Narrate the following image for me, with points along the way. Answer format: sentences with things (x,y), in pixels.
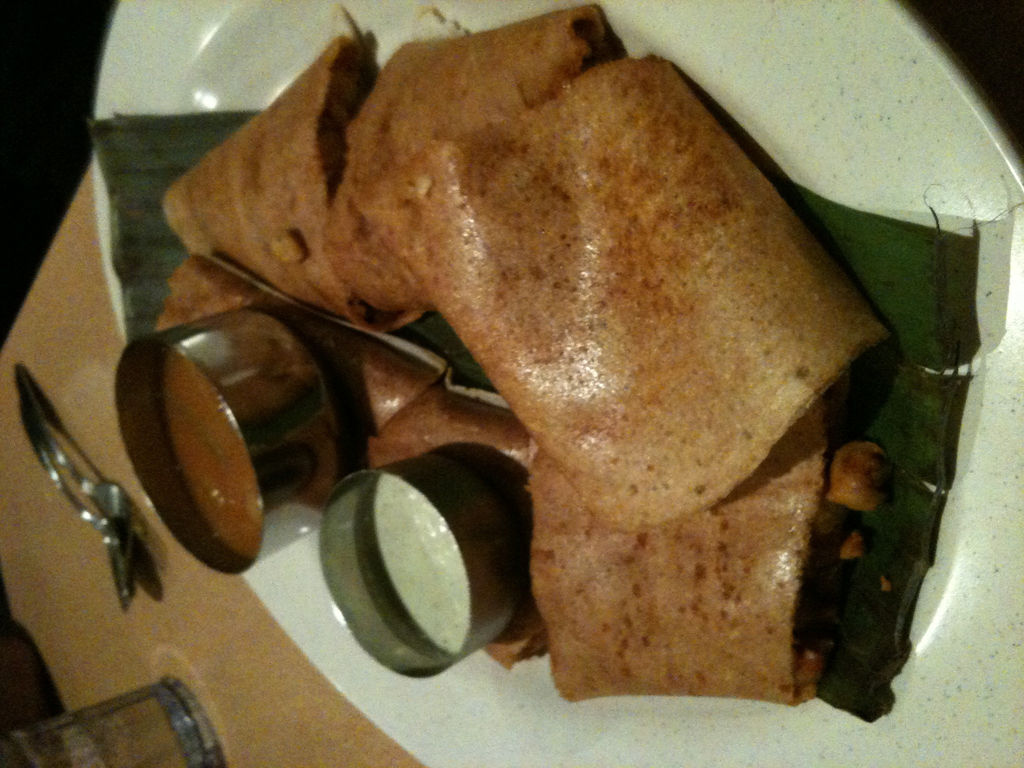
In this image we can see some food items (616,322) and bowls (302,460) on the plate (362,13). On the left side of the image (71,708) there is a spoon (127,575), glass (139,721) and other objects (23,673).
